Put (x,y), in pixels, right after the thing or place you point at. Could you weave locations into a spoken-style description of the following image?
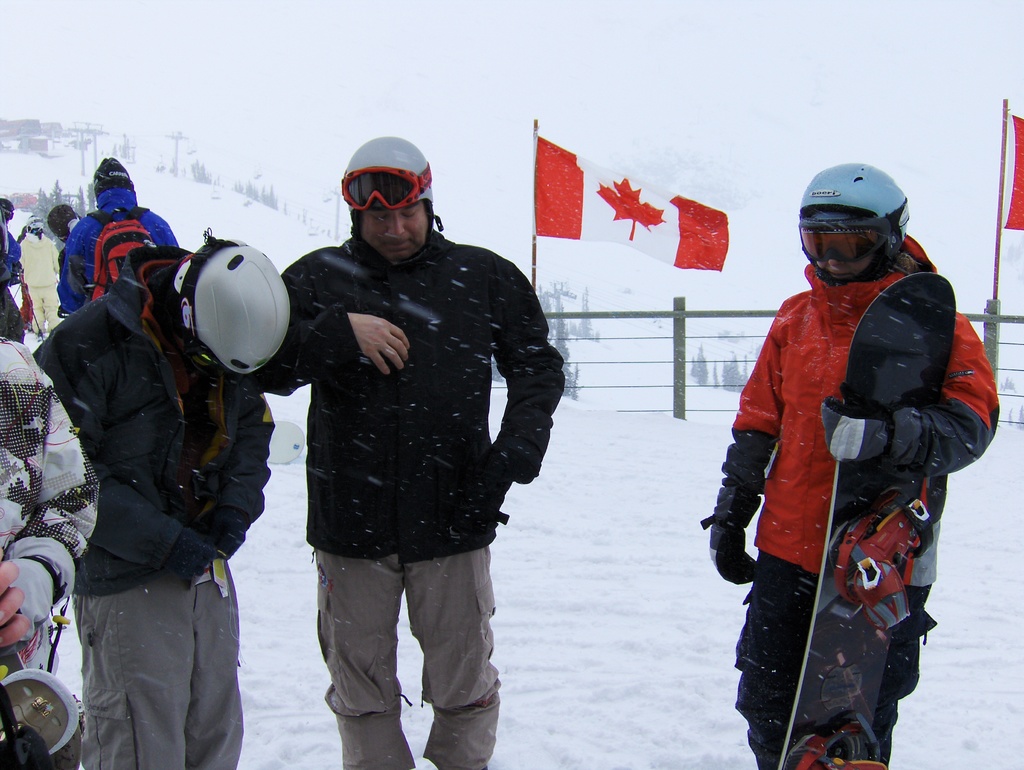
In this image, we can see people (75,482) and are wearing coats (115,457) and some are wearing helmets (237,326), gloves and bags (103,263) and some of them are holding objects (44,690). In the background (572,196), there are trees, flags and we can see a railing (741,337). At the bottom (572,632), there is snow (626,729).
